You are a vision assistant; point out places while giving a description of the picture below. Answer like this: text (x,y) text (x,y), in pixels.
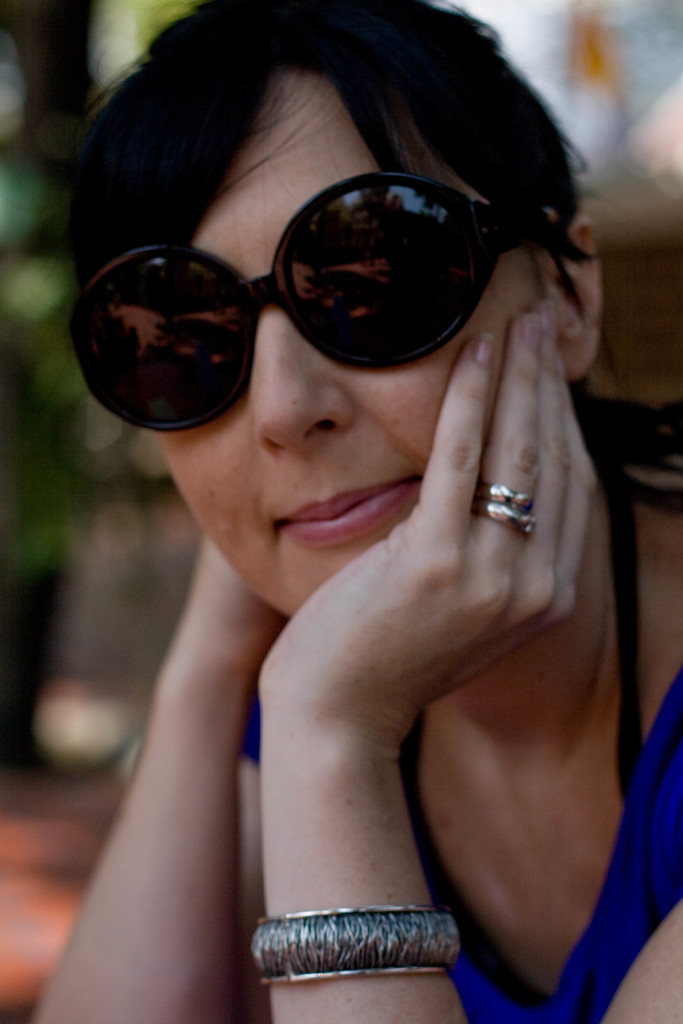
In the image in the center (322,569) we can see one woman (438,721) sitting and she is smiling, which we can see on her face (283,545). And we can see, she is wearing sunglasses (377,326).
